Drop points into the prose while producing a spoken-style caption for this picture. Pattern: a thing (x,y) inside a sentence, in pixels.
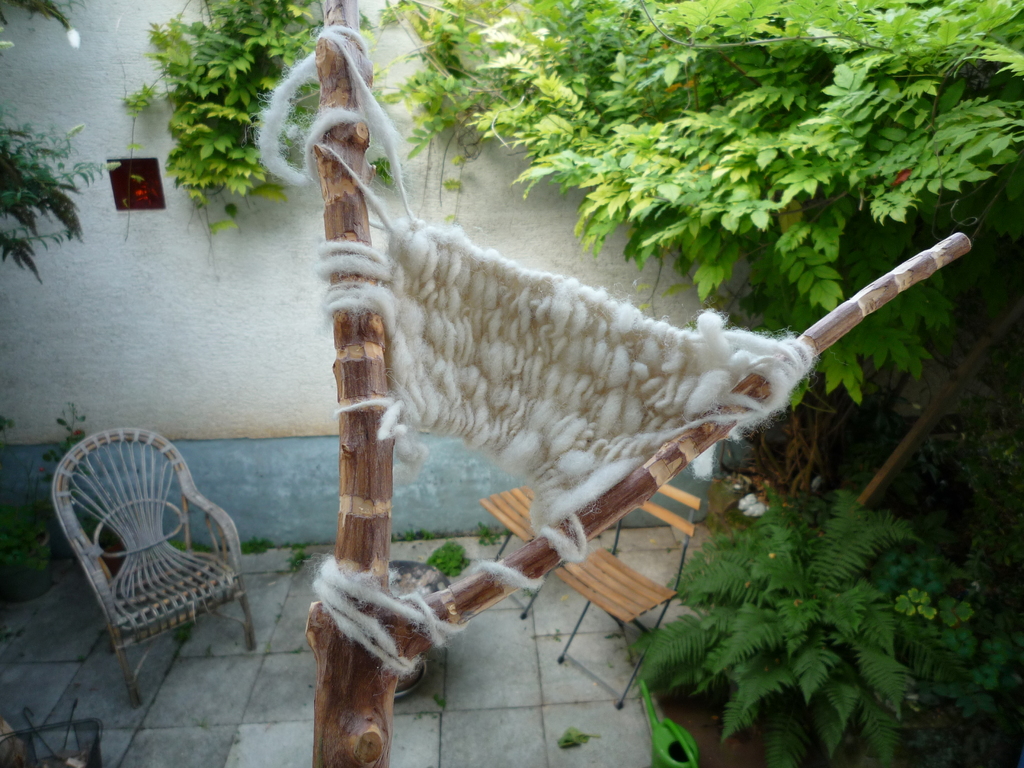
In the center of the image (472,375), we can see a branch (362,538) weaving and in the background (827,78), there are trees (797,13) and we can see chairs (584,587) and a board (112,179) on the wall (168,338). At the bottom (146,696), there is a floor (148,710).
